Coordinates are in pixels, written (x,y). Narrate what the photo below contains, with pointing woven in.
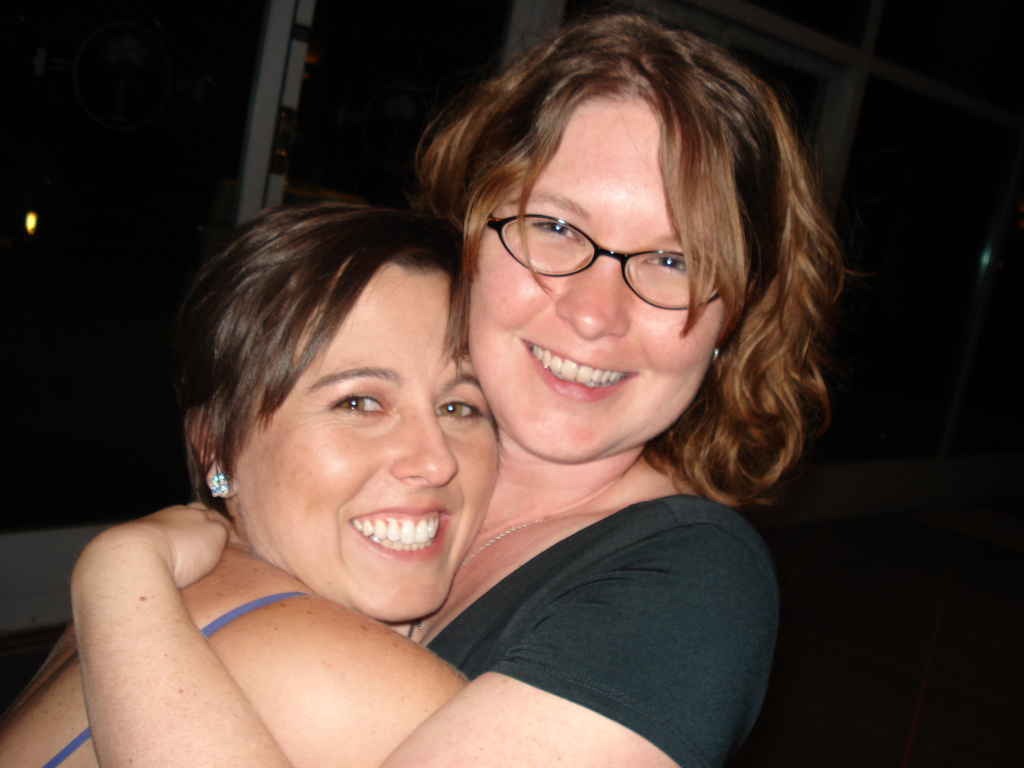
In this image we can see women (515,502) smiling.
